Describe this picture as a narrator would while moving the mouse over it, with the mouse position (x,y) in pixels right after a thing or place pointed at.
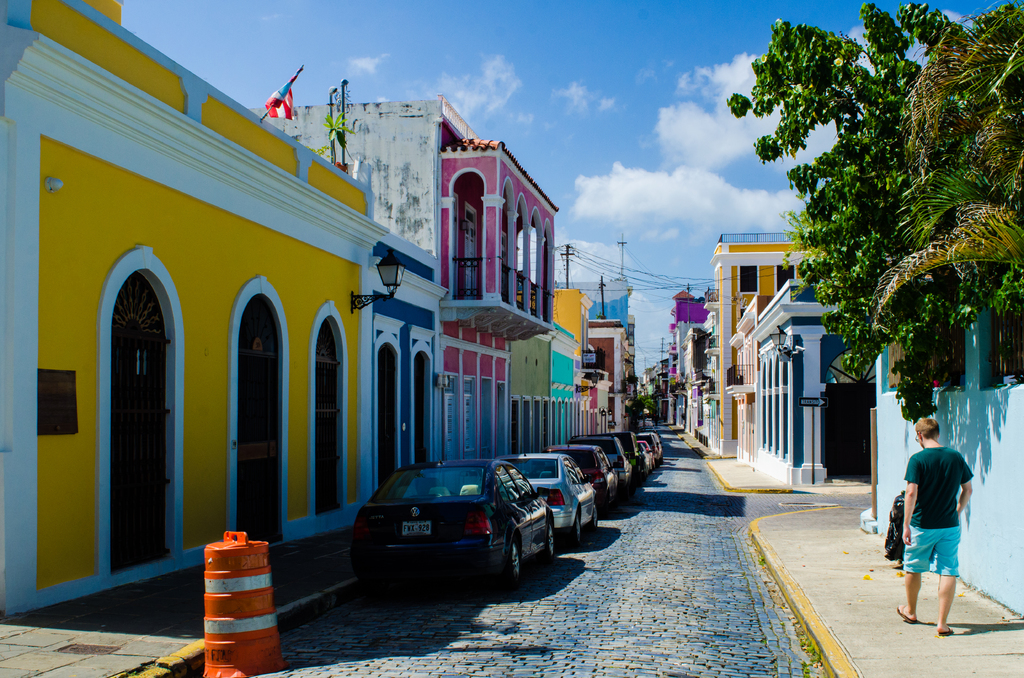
In the picture we can see a path (583,662), on the both the sides of the path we can see houses (107,167) with different colors and near the houses (347,329) we can see cars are parked and opposite side, we can see a wall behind it, we can see a part of the tree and in the background (620,259) we can see some poles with wires (637,286) and in the background (621,160) we can see the sky (620,135) with clouds (764,133).
